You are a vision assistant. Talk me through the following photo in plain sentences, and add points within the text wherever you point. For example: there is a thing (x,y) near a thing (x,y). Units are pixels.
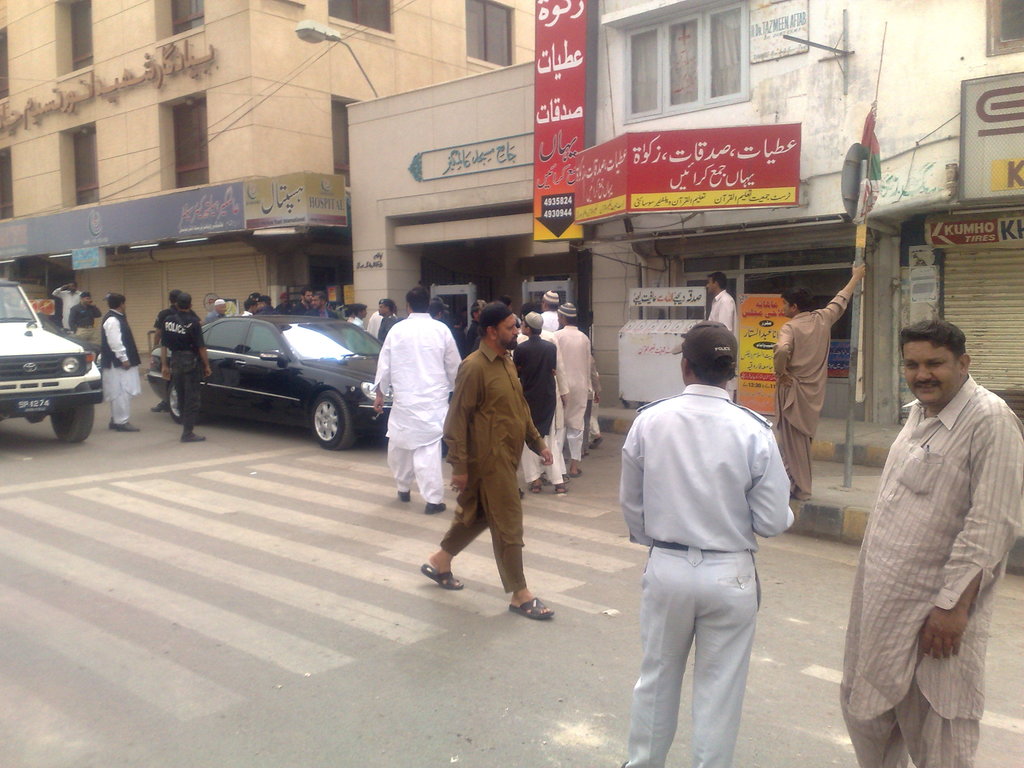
In this image I can see the vehicles (359,394) on the road (184,468). To the side of the vehicles (37,403) I can see the group of people (577,427) with different color dresses (386,376) and few people (505,358) with the caps (508,312). To the side of the road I can see the boards (755,323) and poles (858,245). I can also see the buildings (454,93) with windows (495,17).
